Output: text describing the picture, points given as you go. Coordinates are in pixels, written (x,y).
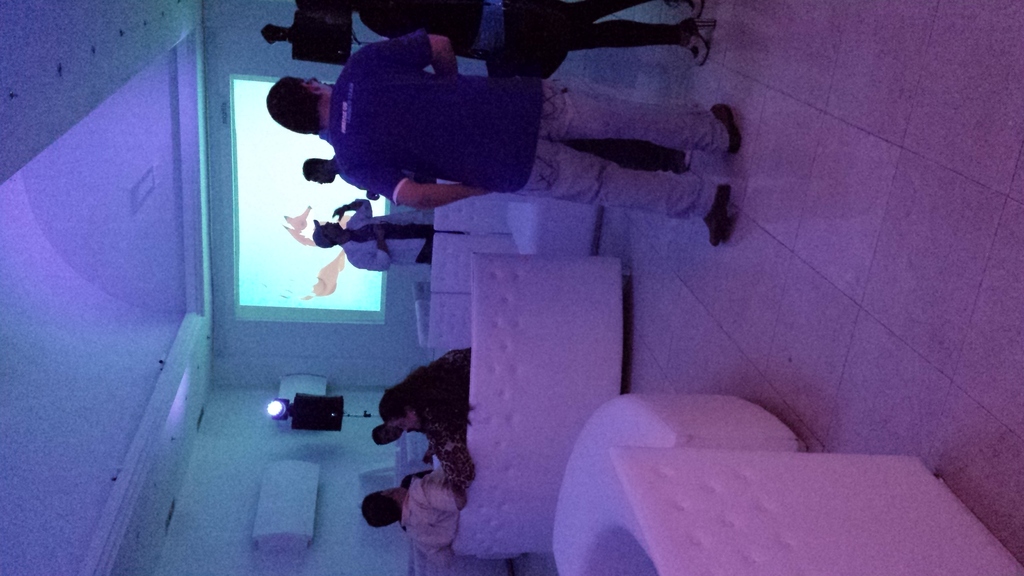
In this image in the center (371,258) there are persons (525,129) standing. On the left side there are sofas (600,275) which are white in colour and there are persons (429,452) sitting on sofa (553,267) and on the wall (346,489) there are objects (305,487) which are white in colour. In front of the wall (350,429) there is a stand (321,411) and on the top of the stand (310,417) there is a light (284,415). In the background (317,250) there is screen (297,214) and there is black colour object (314,33).
